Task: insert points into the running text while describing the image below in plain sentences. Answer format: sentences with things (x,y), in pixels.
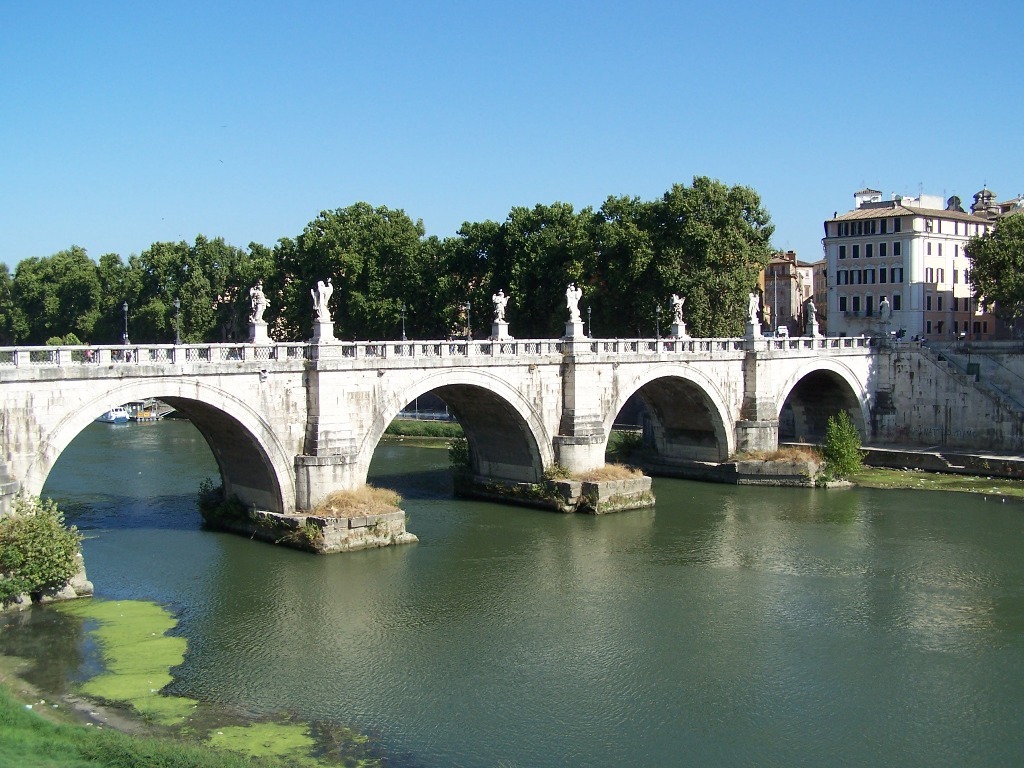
In this picture, we can see bridge (232,411), stairs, water (158,551) and layer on the water (126,576), ground (58,718) with grass (58,723), plants (49,522), trees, buildings (927,289) with windows (930,244) and the sky (506,97).
